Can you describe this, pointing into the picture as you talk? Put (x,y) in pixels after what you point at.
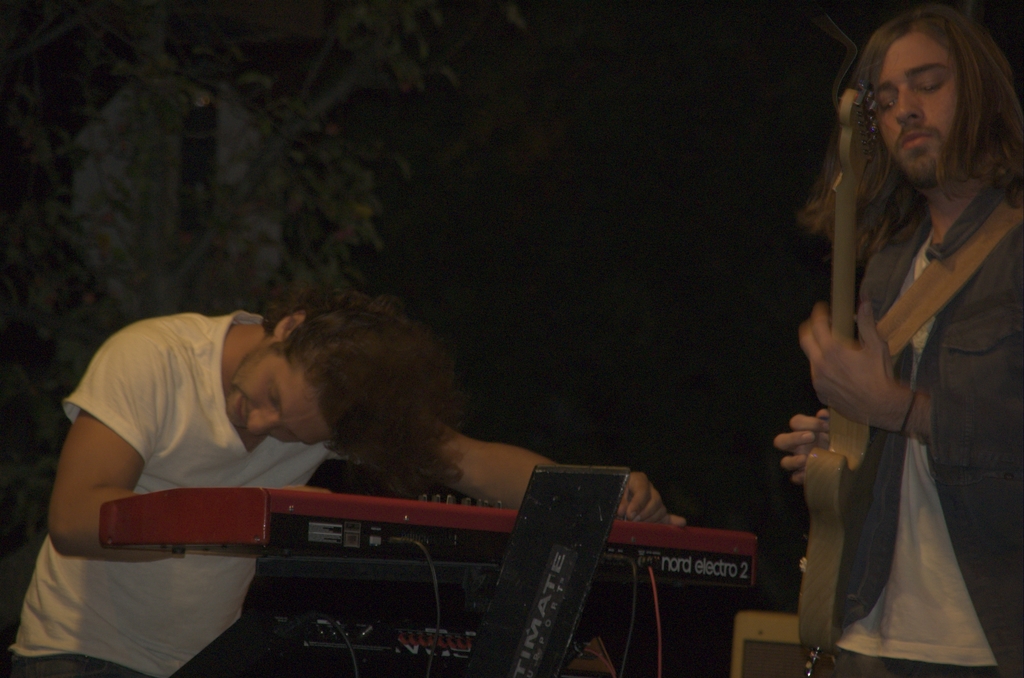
On the right side of the image (920,378), we can see one person (849,402) is standing and he is holding a guitar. On the left side of the image (137,450), we can see one more person (153,457) is sitting and he is holding some musical instrument (388,504). In front of them, we can see some objects (518,631). And we can see the dark background.
